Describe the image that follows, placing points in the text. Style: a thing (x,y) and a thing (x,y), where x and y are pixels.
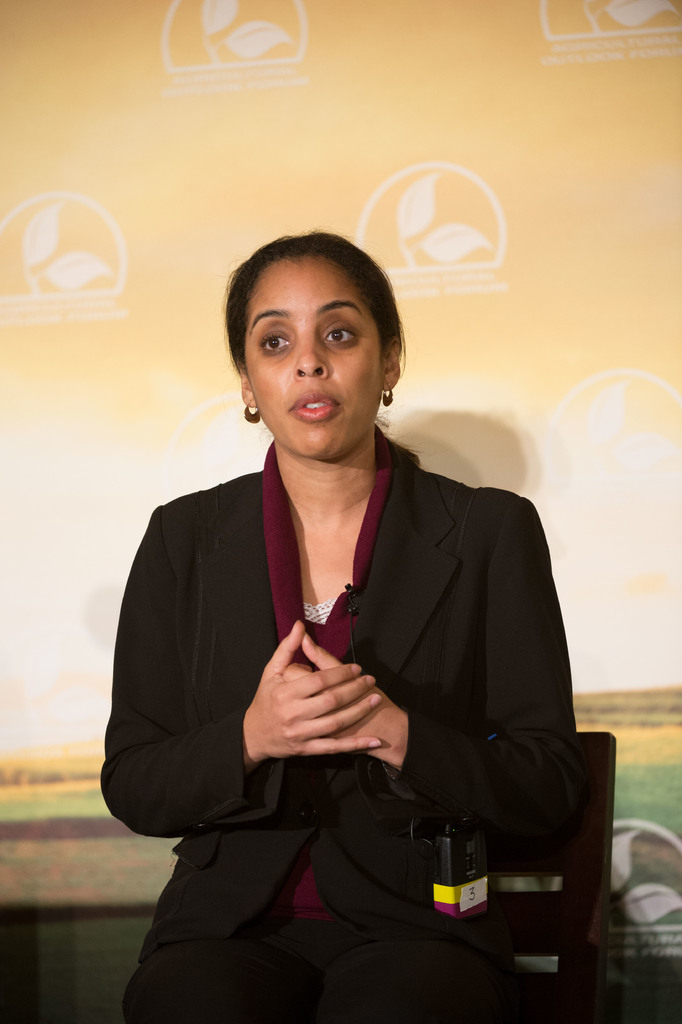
In this image in the foreground (285,661) there is one woman (308,604) who is sitting on chair (565,862) and she is talking, and in the background (180,223) there is a board (551,181). On the board (634,852) there is text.
